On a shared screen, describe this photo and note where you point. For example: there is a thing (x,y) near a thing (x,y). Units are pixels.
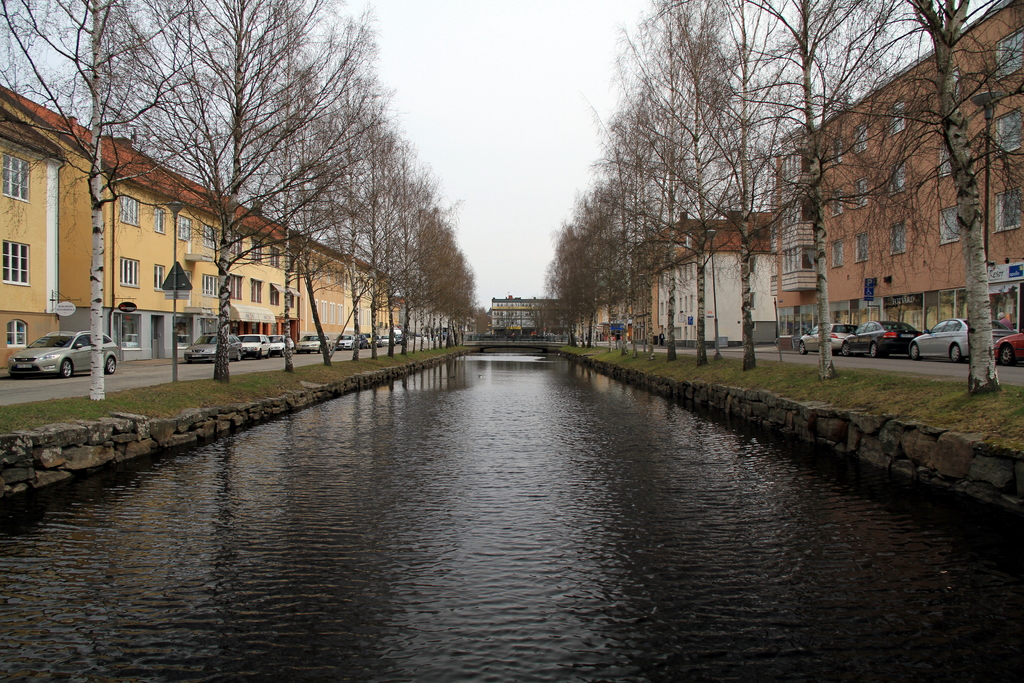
In this picture we can see water (530,423), beside the water (610,441) we can see vehicles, trees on the ground (868,398), here we can see buildings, name boards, poles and some objects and we can see sky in the background (519,173).
